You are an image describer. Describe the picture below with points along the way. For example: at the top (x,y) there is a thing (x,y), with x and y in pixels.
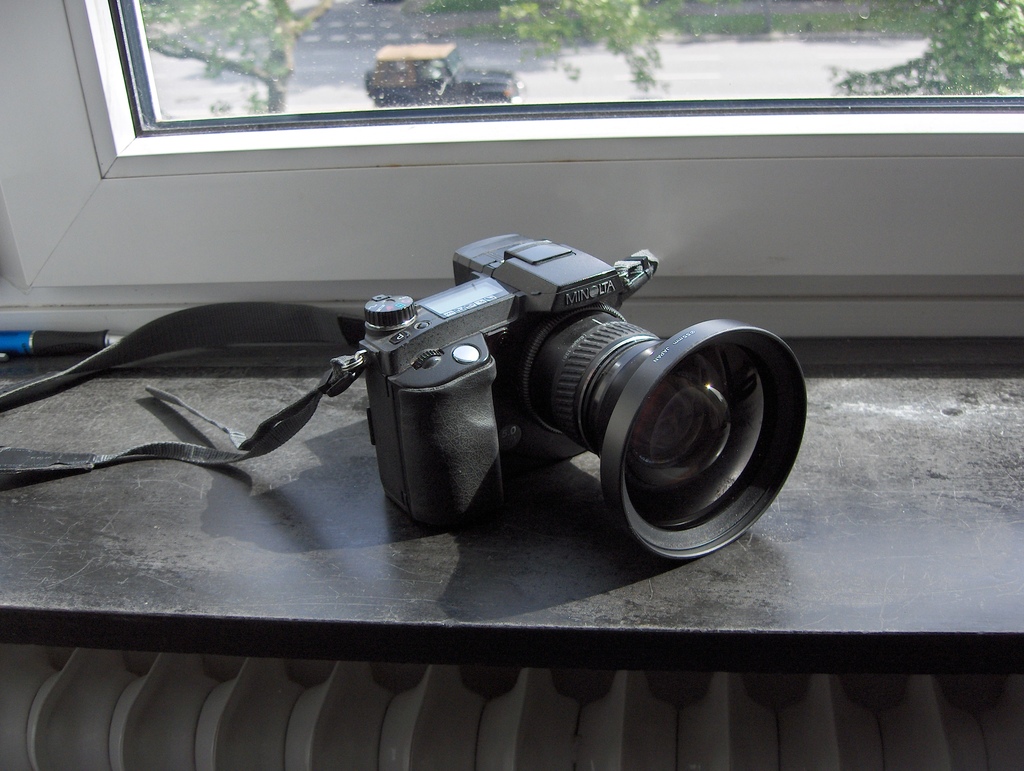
There is a camera (407,423) and a pen (45,341). There is a window (194,62) through which we can see trees (991,55) and a vehicle (408,83) on the road (602,82).
